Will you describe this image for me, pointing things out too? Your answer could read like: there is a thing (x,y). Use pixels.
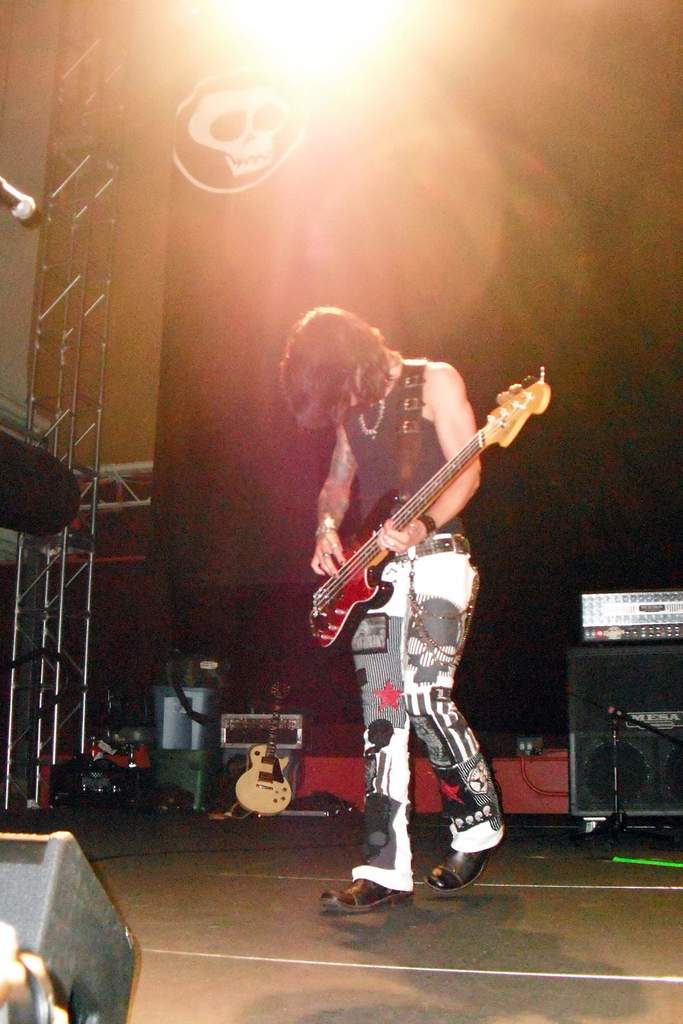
This picture shows a man (380,643) standing and playing a guitar (361,594) on the dais (256,883).
